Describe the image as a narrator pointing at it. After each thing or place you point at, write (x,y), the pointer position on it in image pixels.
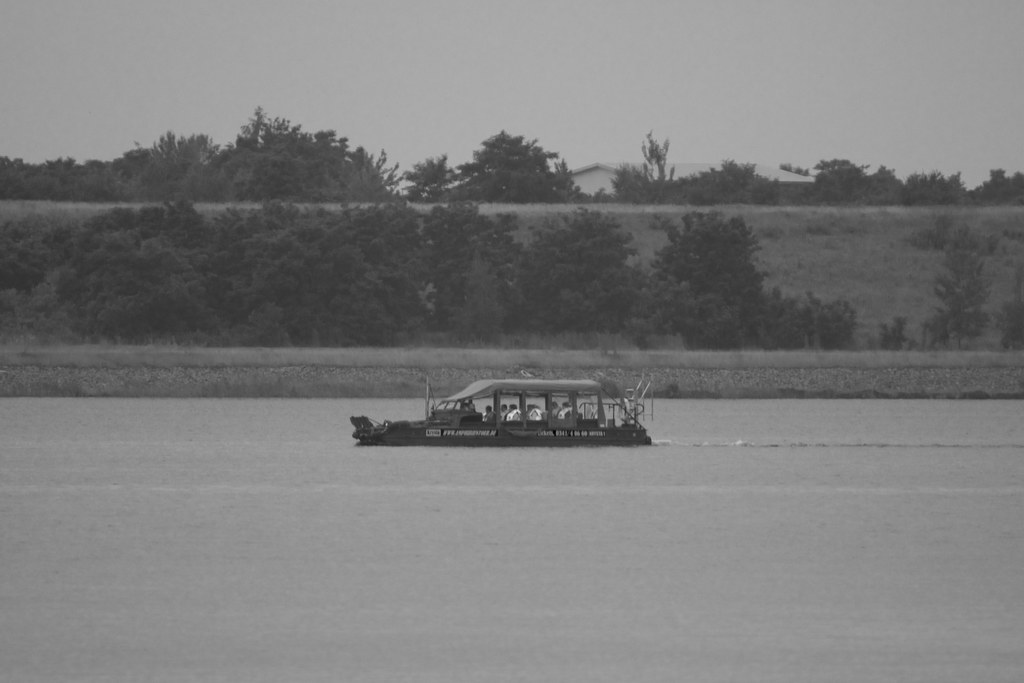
In the picture we can see the water surface (628,519) in it, we can see the boat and behind it, we can see some trees (377,264) and behind it, we can see the path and behind it also we can see the part of the tree (216,178) and in the background (508,128) we can see the sky (471,21).
